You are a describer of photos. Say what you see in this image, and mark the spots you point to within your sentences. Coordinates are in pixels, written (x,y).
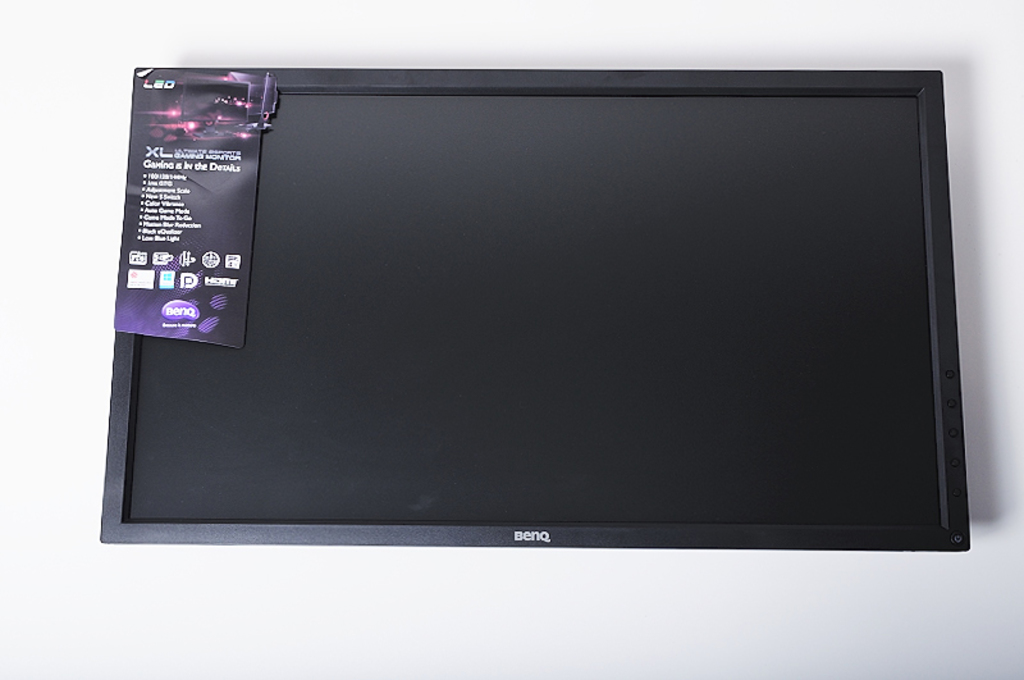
This image consists of a TV (549,449) hanged to the wall (211,584). It is in black color on which there is a sticker (180,292). In the background (52,264), there is a wall (833,25) in white color.
